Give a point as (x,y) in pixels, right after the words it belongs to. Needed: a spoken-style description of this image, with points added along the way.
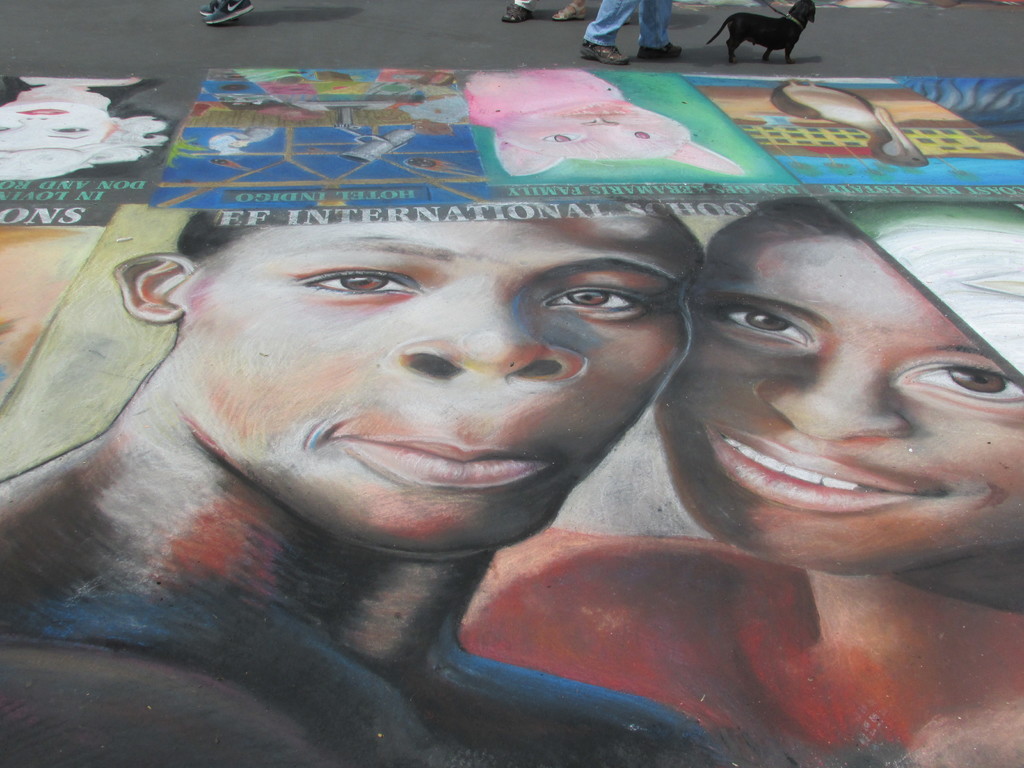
In this picture there is a drawing poster (518,475) of the couple (594,555), smiling and giving a pose to the camera. Behind we can see some other posters (640,149). In the background (641,19) we can see the man (662,47) with dog (771,24) on the road (437,43).
